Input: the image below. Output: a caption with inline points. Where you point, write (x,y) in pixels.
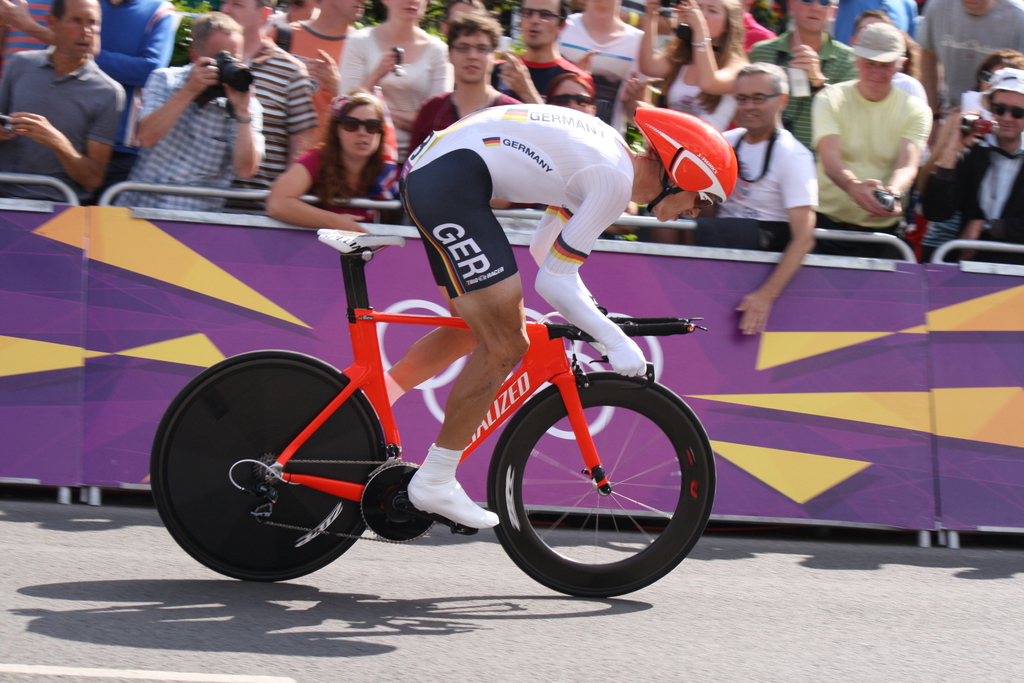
This man (574,168) wore helmet (685,178) and riding a bicycle (524,535). These are audience (257,100). This man (225,130) is holding a camera (224,82).
